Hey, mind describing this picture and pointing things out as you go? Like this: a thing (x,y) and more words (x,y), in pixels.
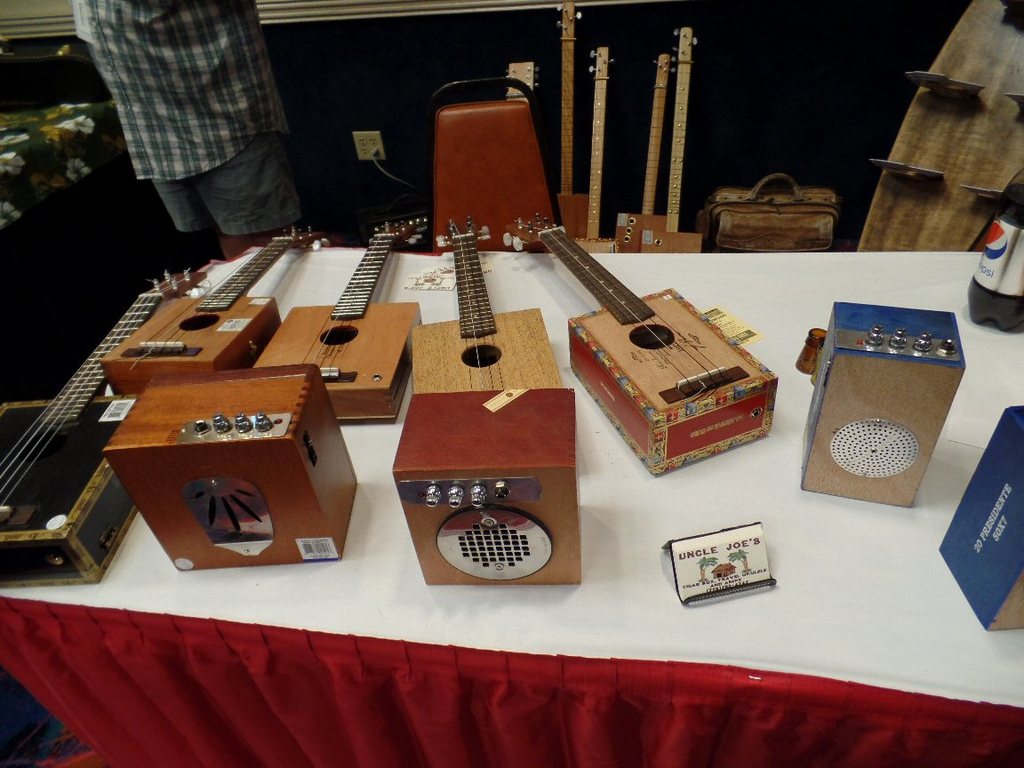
As we can see in the image there is a man (232,157) chair (472,194) and few musical instruments (564,216).
